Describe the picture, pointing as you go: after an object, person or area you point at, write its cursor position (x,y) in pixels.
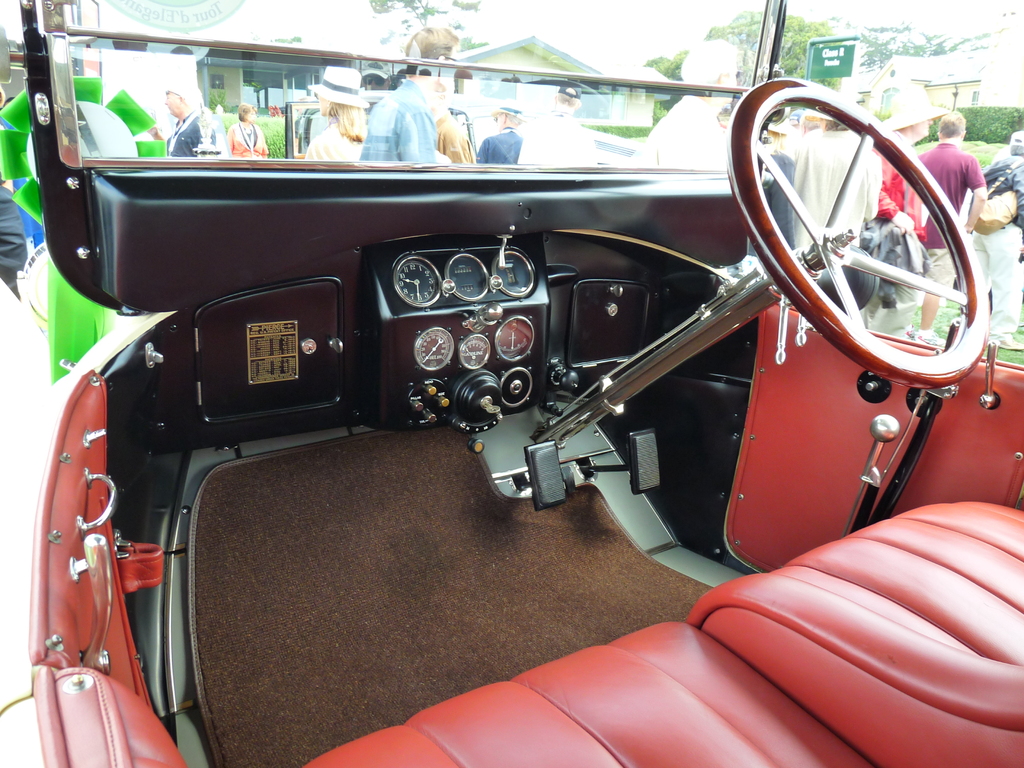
In this image we can see the inside view of a vehicle (521,439). In the image we can see seats (915,598), glass (531,125), steering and other objects (476,459). In the background of the image (322,65) there are some persons (898,128), trees (786,53), buildings (879,89), name boards (819,56) and other objects (455,99).
